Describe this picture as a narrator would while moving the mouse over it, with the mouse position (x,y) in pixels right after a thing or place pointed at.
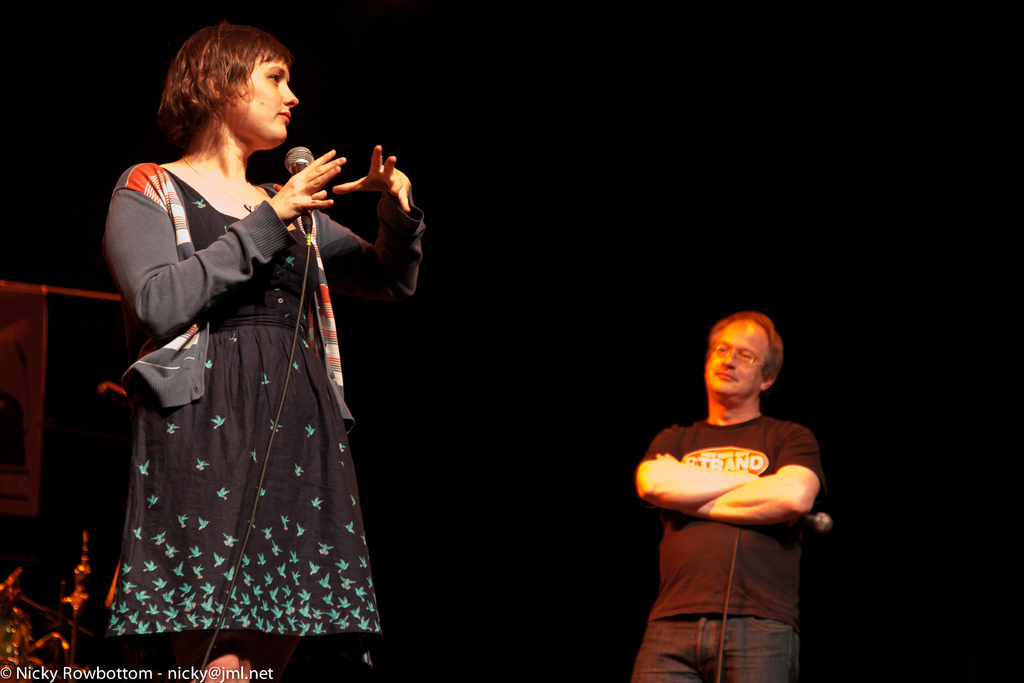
In this picture we can see a woman (287,356) wearing a black dress (281,569), standing in the front (312,179) and holding the microphone (295,161) in the hand (290,185). Behind we can see a man (721,527) wearing black t-shirt (750,462), standing and looking to her. Behind we can see the dark background (516,239).
